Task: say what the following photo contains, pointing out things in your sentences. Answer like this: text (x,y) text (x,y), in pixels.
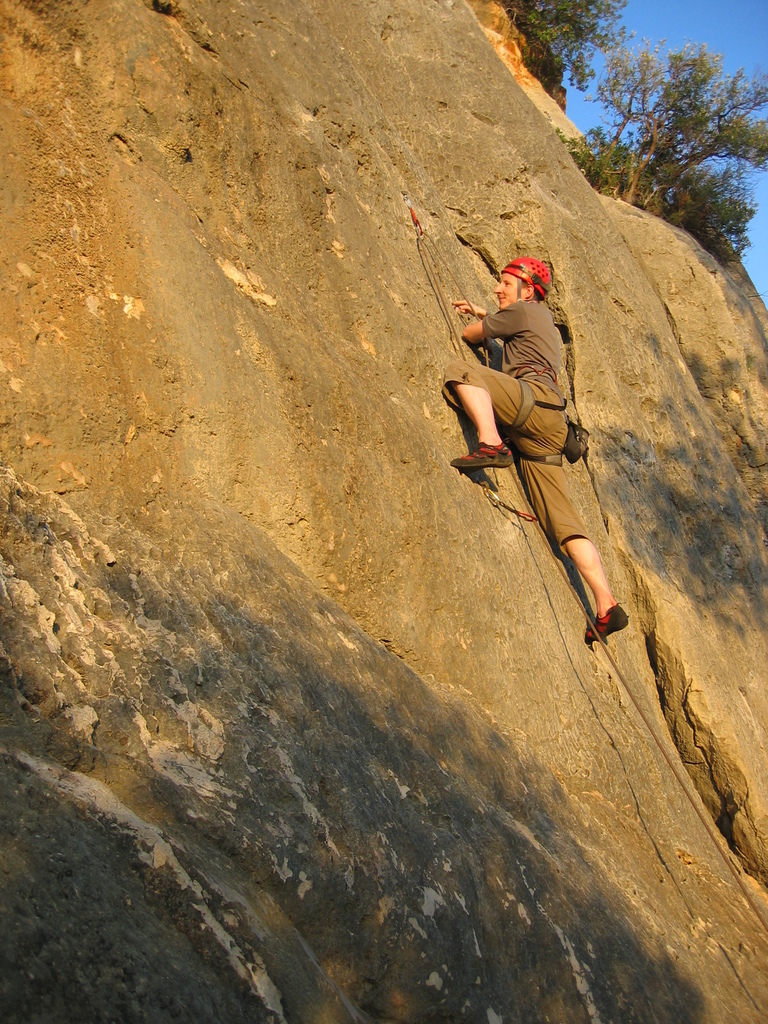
In this image, we can see a man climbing on the mountain (343,298), we can see trees (535,53), we can see the blue sky (763,37).
